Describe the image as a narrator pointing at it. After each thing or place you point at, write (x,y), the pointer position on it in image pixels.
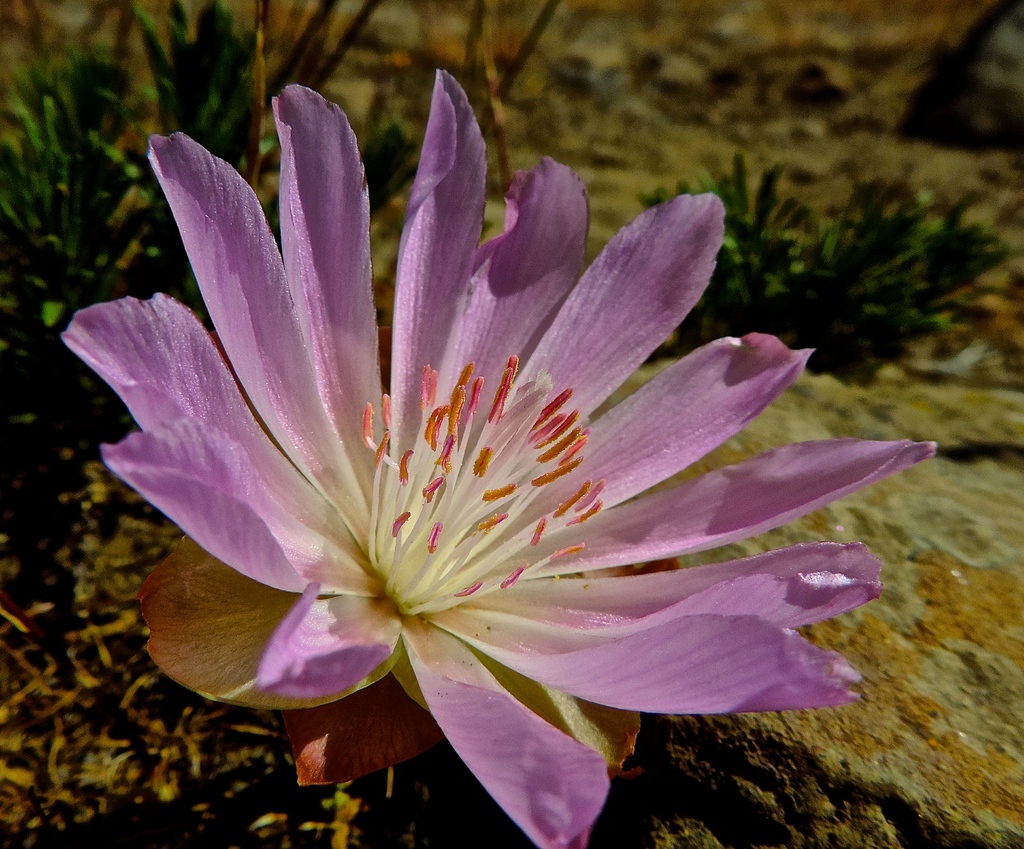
In this picture we can see a flower (316,528). Behind the flower (326,514), there are plants (714,296) and blurred background (743,298). On the right side of the image (948,543), there is a rock (927,628).
